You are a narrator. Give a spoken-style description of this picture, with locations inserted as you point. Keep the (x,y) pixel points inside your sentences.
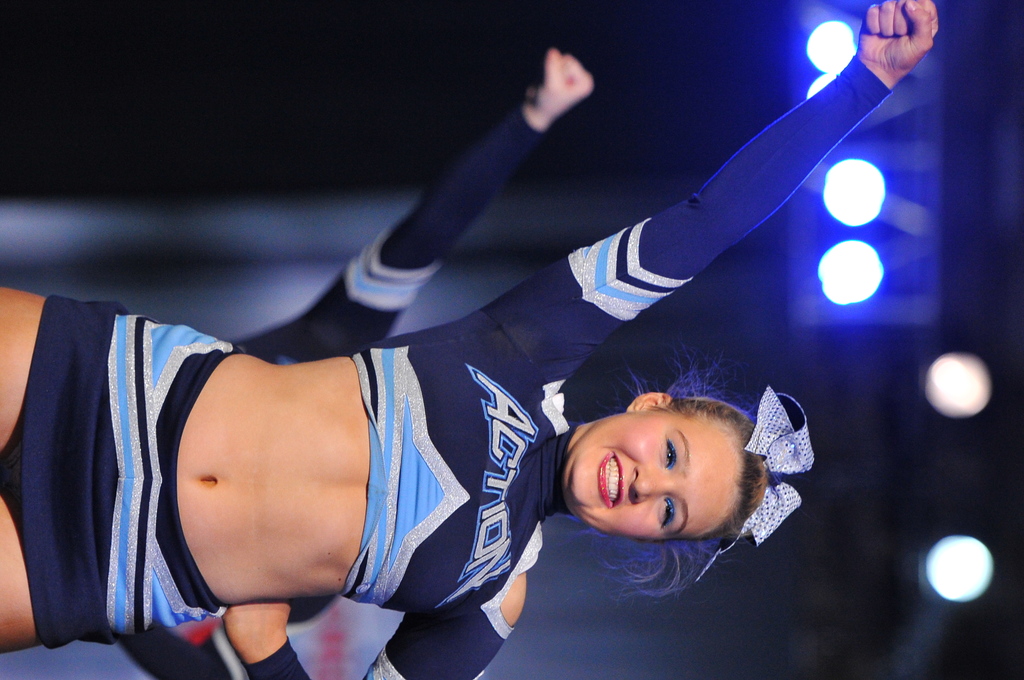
In this picture there is a woman (300,519) standing and smiling. At the back (353,316) there is a person (355,343). At the top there are lights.
